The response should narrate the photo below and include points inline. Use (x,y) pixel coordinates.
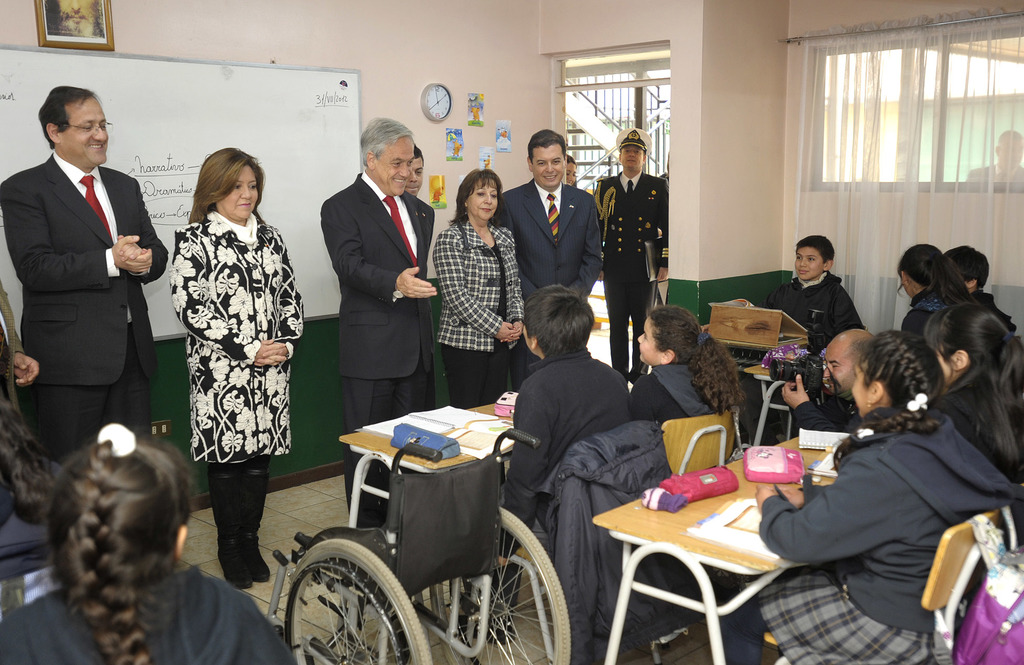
In this picture we can see some people (514,301) are standing and some people (546,481) are sitting in front of tables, we can see books (804,448) and pouches (423,437) on these tables (457,420), there is a wheel chair (417,640) in the middle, in the background (329,41) there is a wall (362,31), we can see a board (313,109), a photo frame (87,20), a watch (433,96) and some stickers (478,112) on the wall (446,161), on the right side (928,201) there is a curtain (866,195).
